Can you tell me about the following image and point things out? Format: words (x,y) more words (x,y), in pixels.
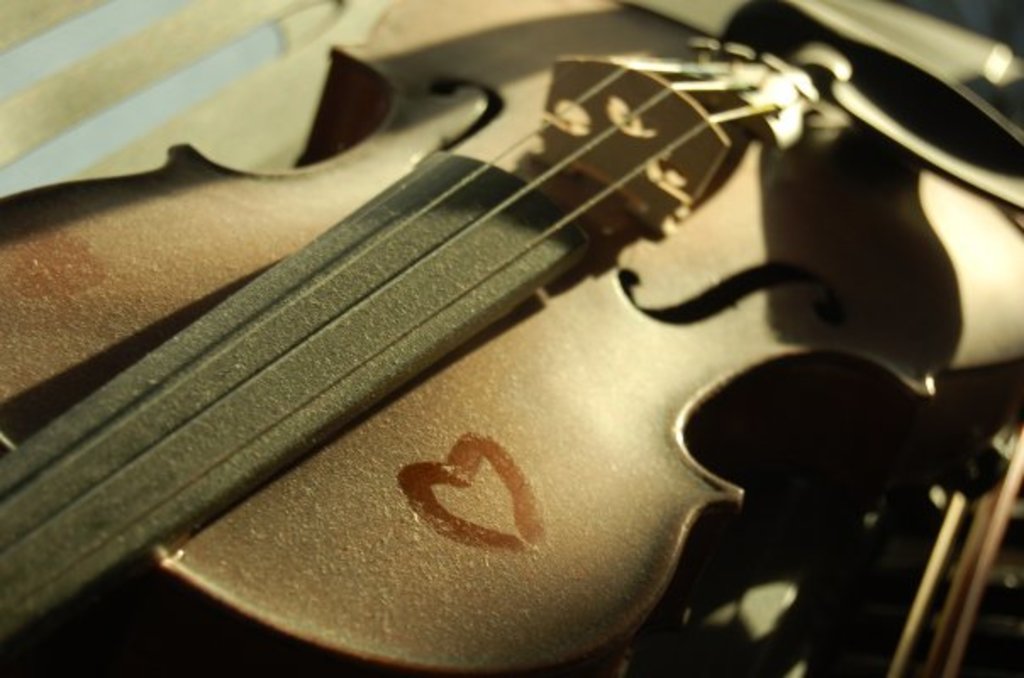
In this image there is a violin (424,378).
